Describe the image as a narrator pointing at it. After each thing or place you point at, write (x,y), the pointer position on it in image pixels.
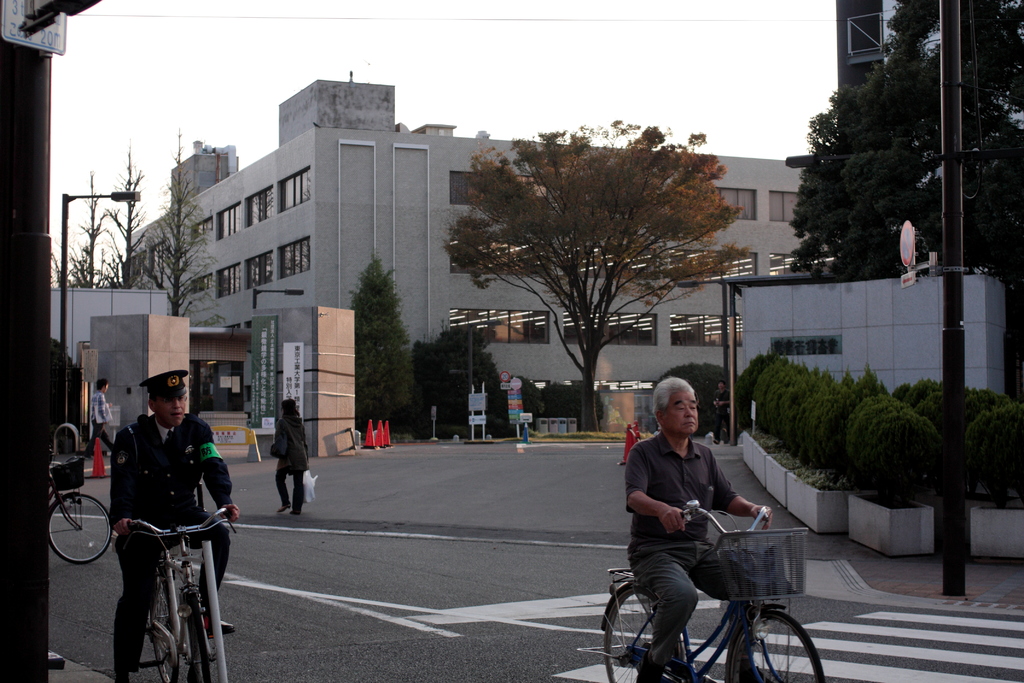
At the top (504,36) we can see sky (372,49). This is a building (226,190). here we can see trees (199,280). This is a road (455,511). These are traffic cones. Here we can see few boards (263,377). We can see two men (153,562) sitting on bicycle (174,566) and riding. We can see two persons (293,409) walking on the road (377,493). This is a sign board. These are plants (1014,459).
